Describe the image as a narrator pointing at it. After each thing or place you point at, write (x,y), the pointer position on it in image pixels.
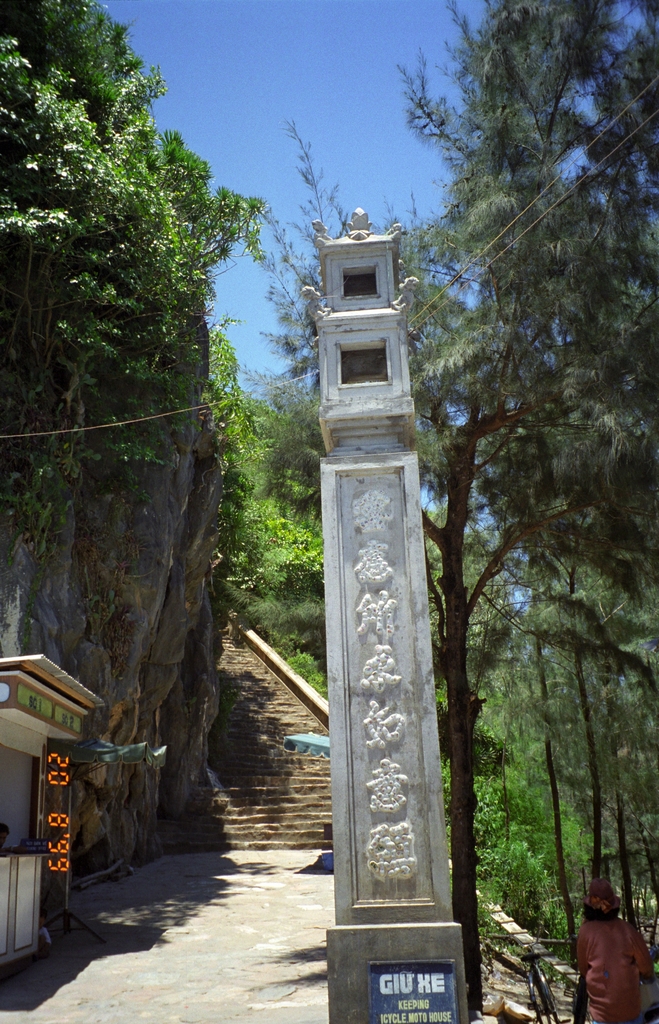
In this picture I can see the stairs (304,720). I can see the pillar (332,698) on the right side (441,850). I can see trees (467,691). I can see lcd screen (65,842) on the left side (68,824).
